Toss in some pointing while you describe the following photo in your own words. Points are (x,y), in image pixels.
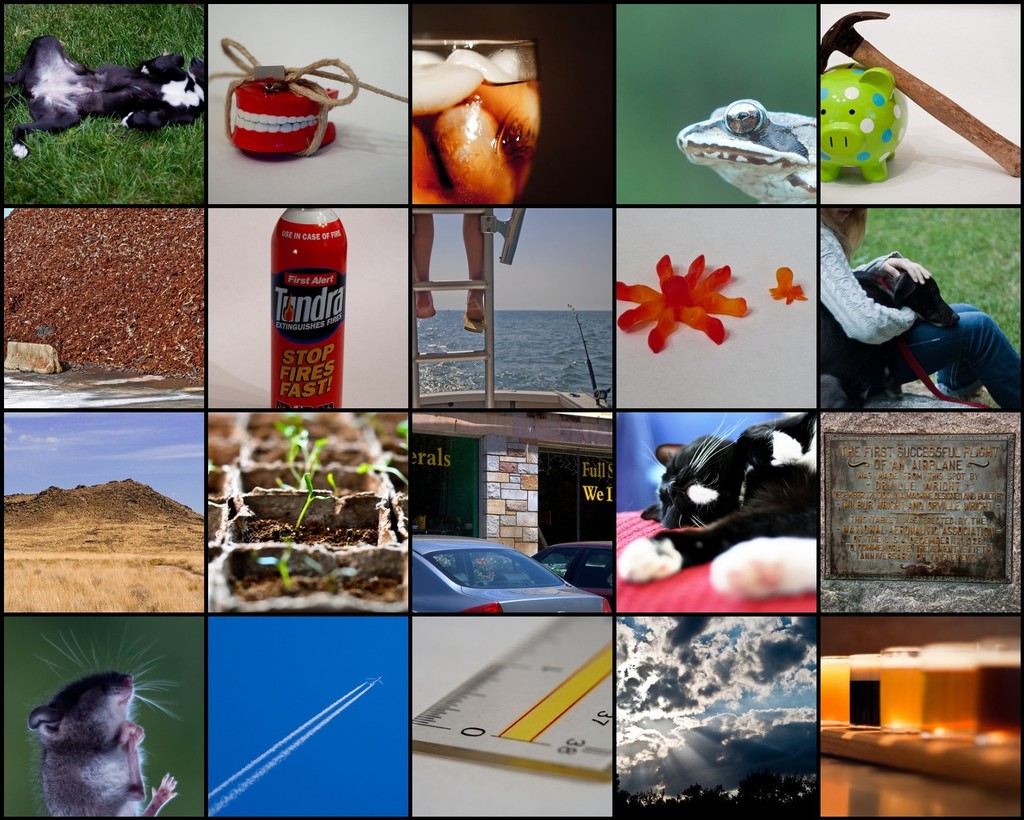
Here we can see collage of few pictures, in these pictures we can find few animals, water (514,335), glasses (975,712), fire extinguisher (340,308), a frog (765,166), hammer (857,52), clouds (641,619), a person (872,323) and other things (989,244).
